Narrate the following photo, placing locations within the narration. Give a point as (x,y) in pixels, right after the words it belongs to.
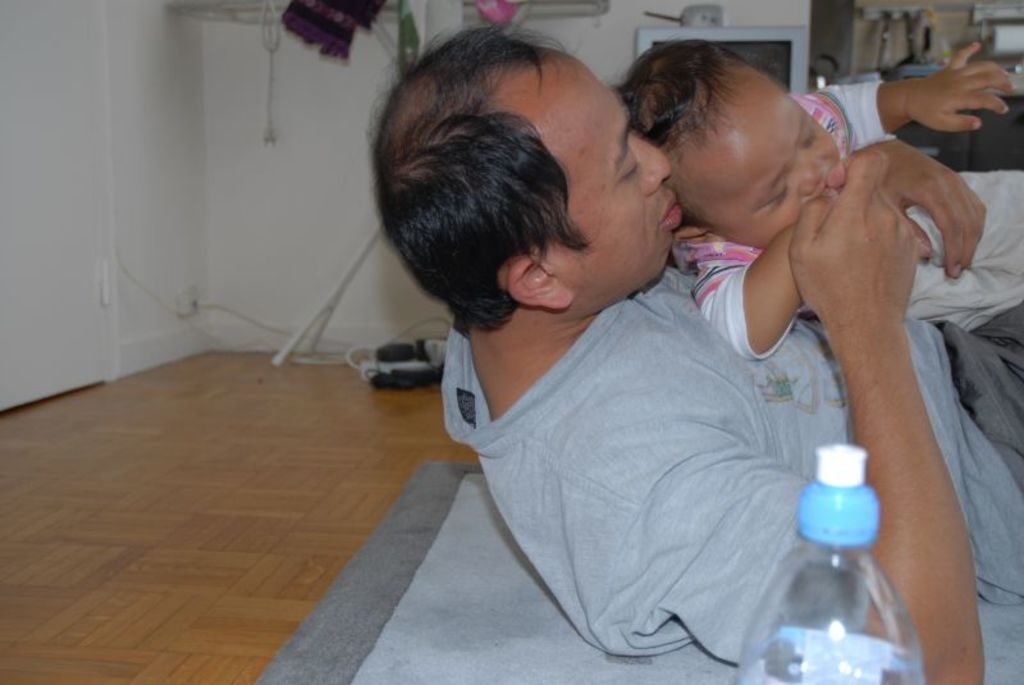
As we can see in the image there is a white color wall (72,195), two people (573,272) laying on floor (260,533) and in the front (782,598) there is a bottle (813,609).
